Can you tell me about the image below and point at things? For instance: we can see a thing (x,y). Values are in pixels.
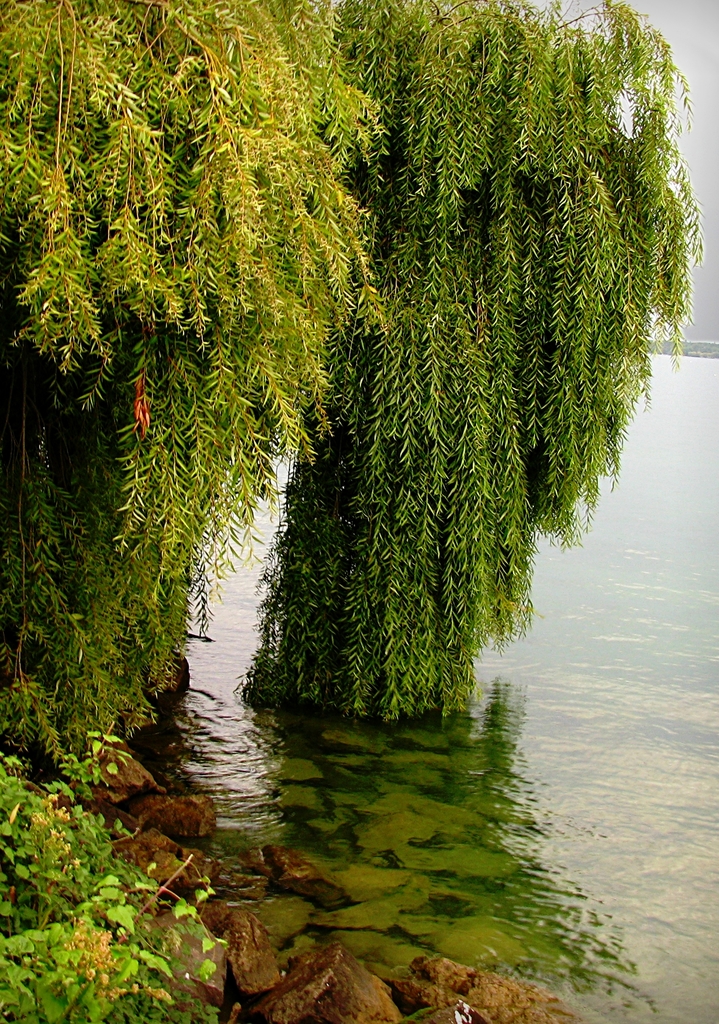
In this image as we can see there are some trees (194,375) on the left side (194,371) and there is a water (503,847) on the right side of this image (574,666).
